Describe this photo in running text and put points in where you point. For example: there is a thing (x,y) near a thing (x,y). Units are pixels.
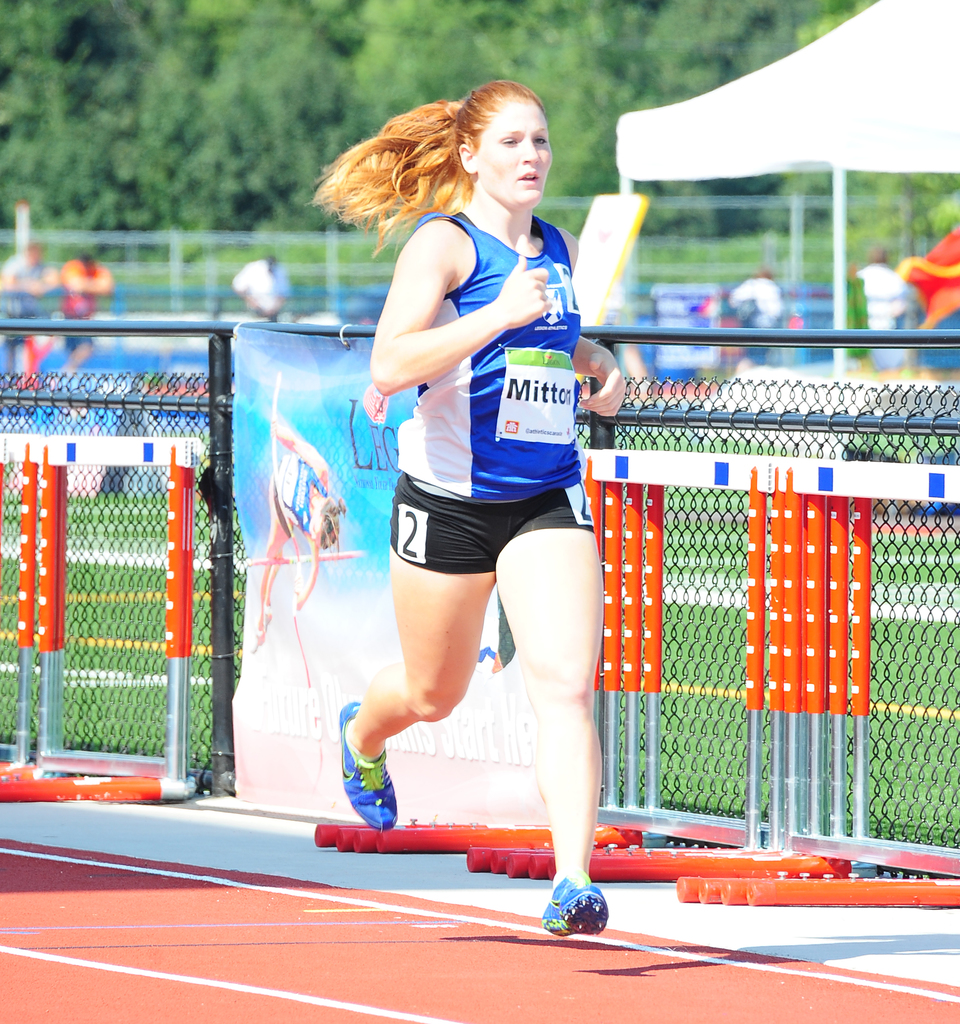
In this image we can see a woman (452,627) is running. In the background (288,533), we can see banner (273,538), fence (161,608), people (239,281), tent (828,134) and trees (377,37).
